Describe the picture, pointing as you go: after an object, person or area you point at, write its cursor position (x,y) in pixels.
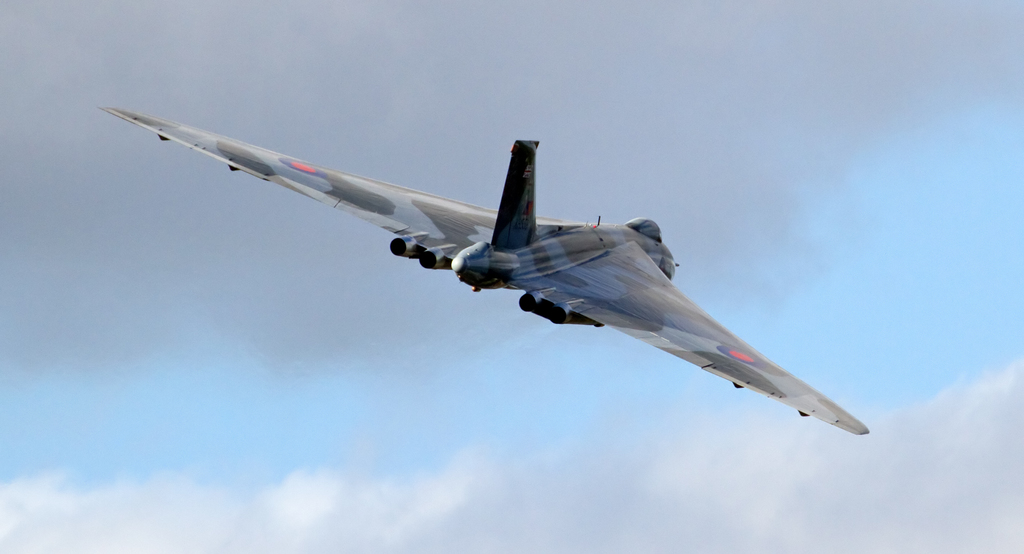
In the image we can see a flying jet (557,293) and the cloudy pale blue sky (385,424).
